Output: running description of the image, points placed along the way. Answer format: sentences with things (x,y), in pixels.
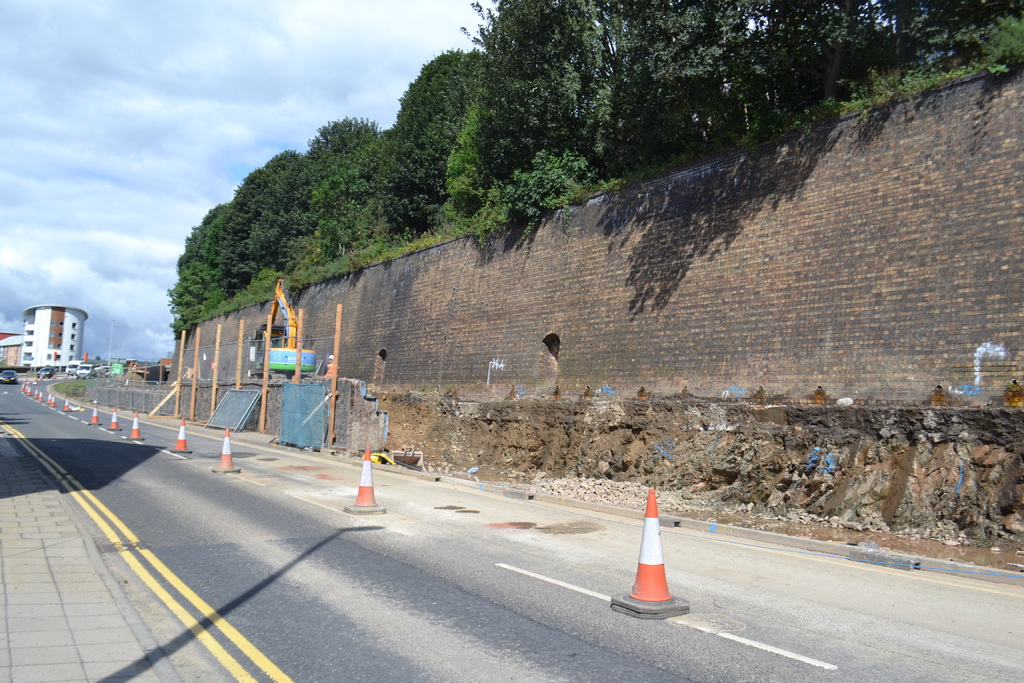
There is a road (235,575). Through the center of the road (174,488) there are traffic cones (95,409). In the back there is a vehicle (6,378). On the side of the road (28,379) there is a brick wall (615,303). Near to the wall (212,354) there are trees (648,80). Also there are poles (263,382). In the background (231,176) there are buildings (30,344) and sky (179,142).
